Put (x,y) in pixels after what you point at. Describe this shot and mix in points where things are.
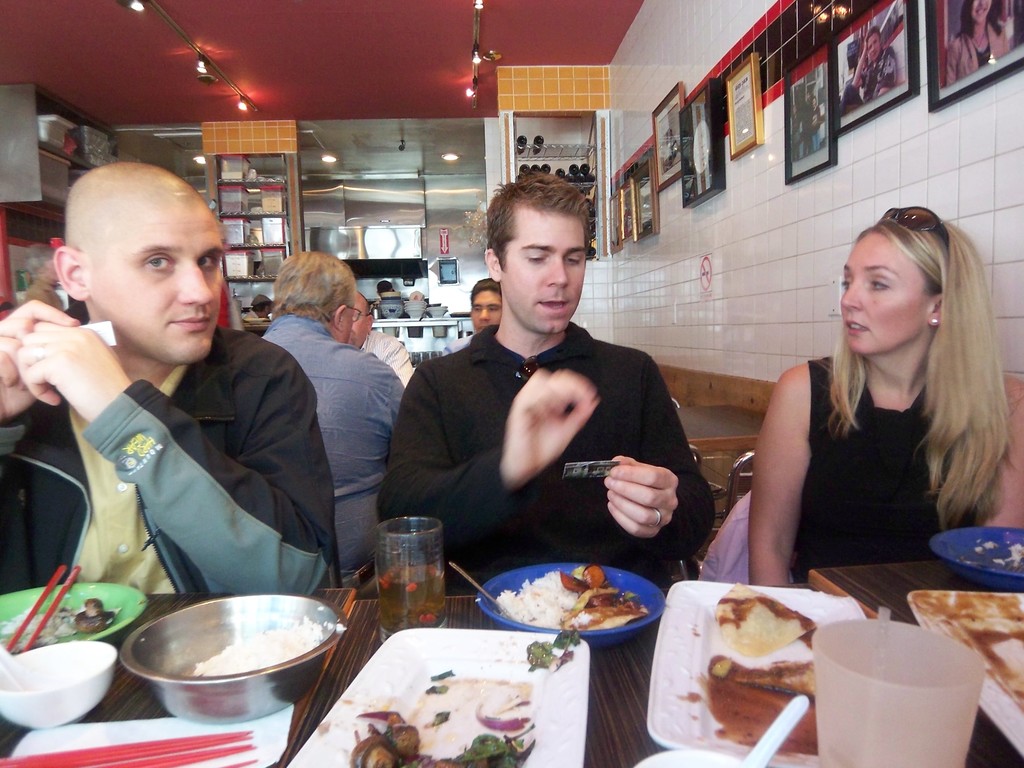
In this image we can see two men (397,471) and one woman (852,474) is sitting, in front of them one table (120,676) is there. On table (133,677) so many plates (506,681) and bowls (202,685) are there. In the plates (561,695) food (587,615) are present. The middle man (565,493) is wearing black color t-shirt (560,479) and the woman (829,460) is wearing black color dress (857,446) and the other man (219,370) is wearing yellow shirt (126,526) with black grey jacket (196,488). Behind them other people (362,324) are sitting. The roof (168,56) is in red color. The wall (772,22) are in white color, to the walls (721,274) photographs (875,56) are attached.
